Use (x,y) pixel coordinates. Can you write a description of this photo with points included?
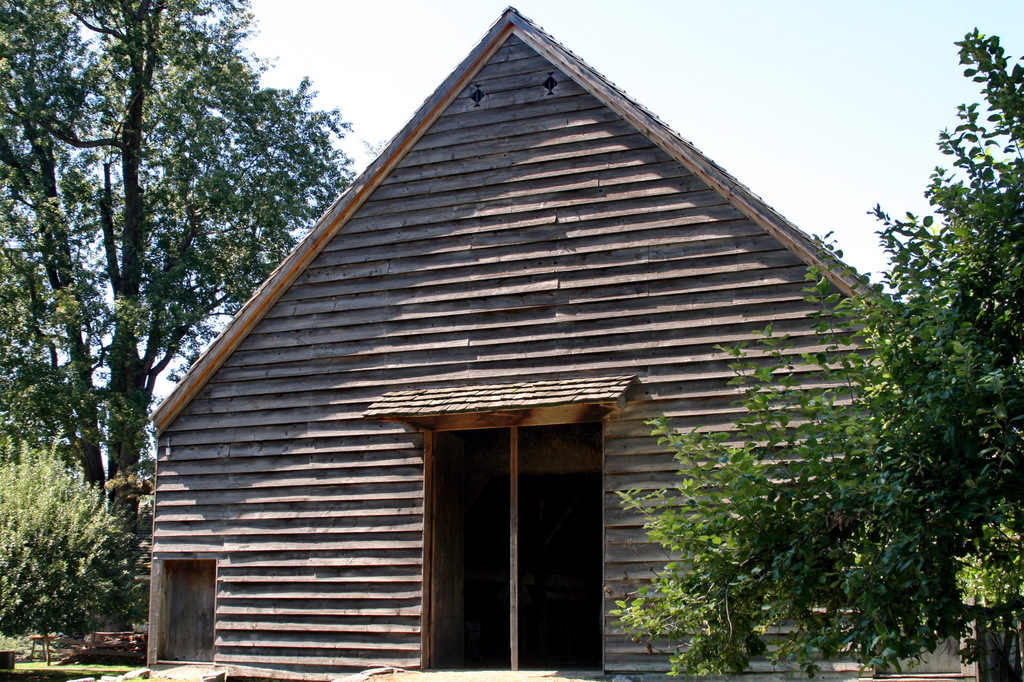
In this image, I can see a wooden house (472,416). On the left (140,410) and right side of the image (890,416), there are trees (167,362). In the background (328,93), I can see the sky (582,37).
